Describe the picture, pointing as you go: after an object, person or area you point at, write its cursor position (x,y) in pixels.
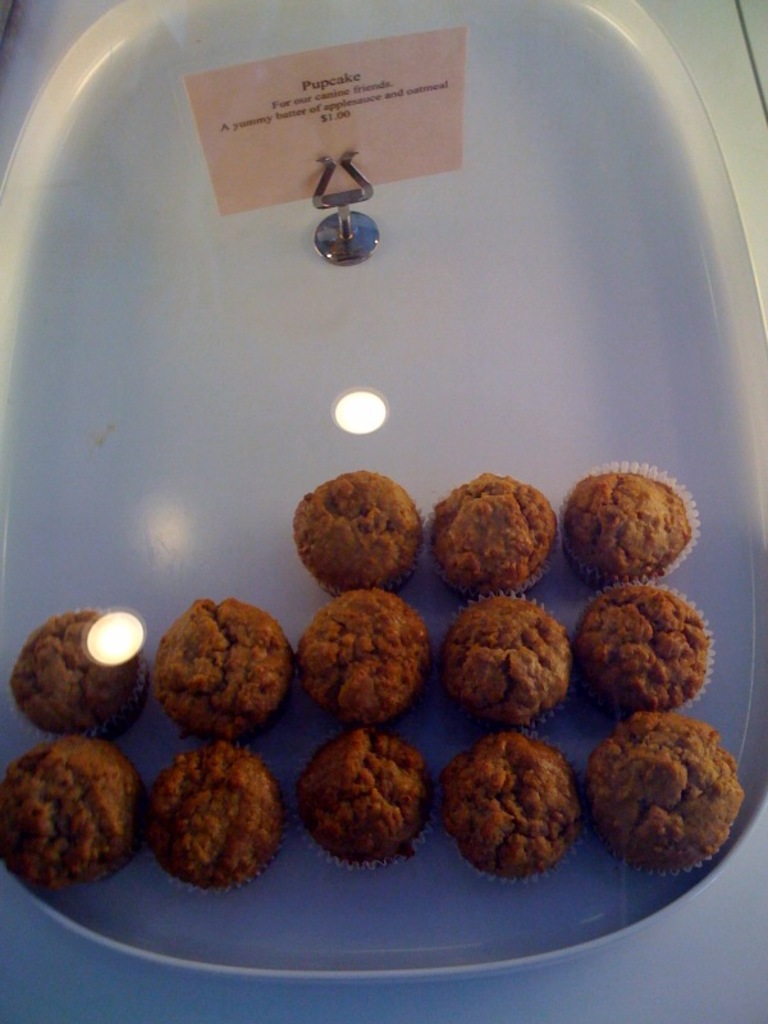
In the picture I can see food items (362,745) on a white color tray (438,480). I can also see a paper (330,128) which has something written on it.
